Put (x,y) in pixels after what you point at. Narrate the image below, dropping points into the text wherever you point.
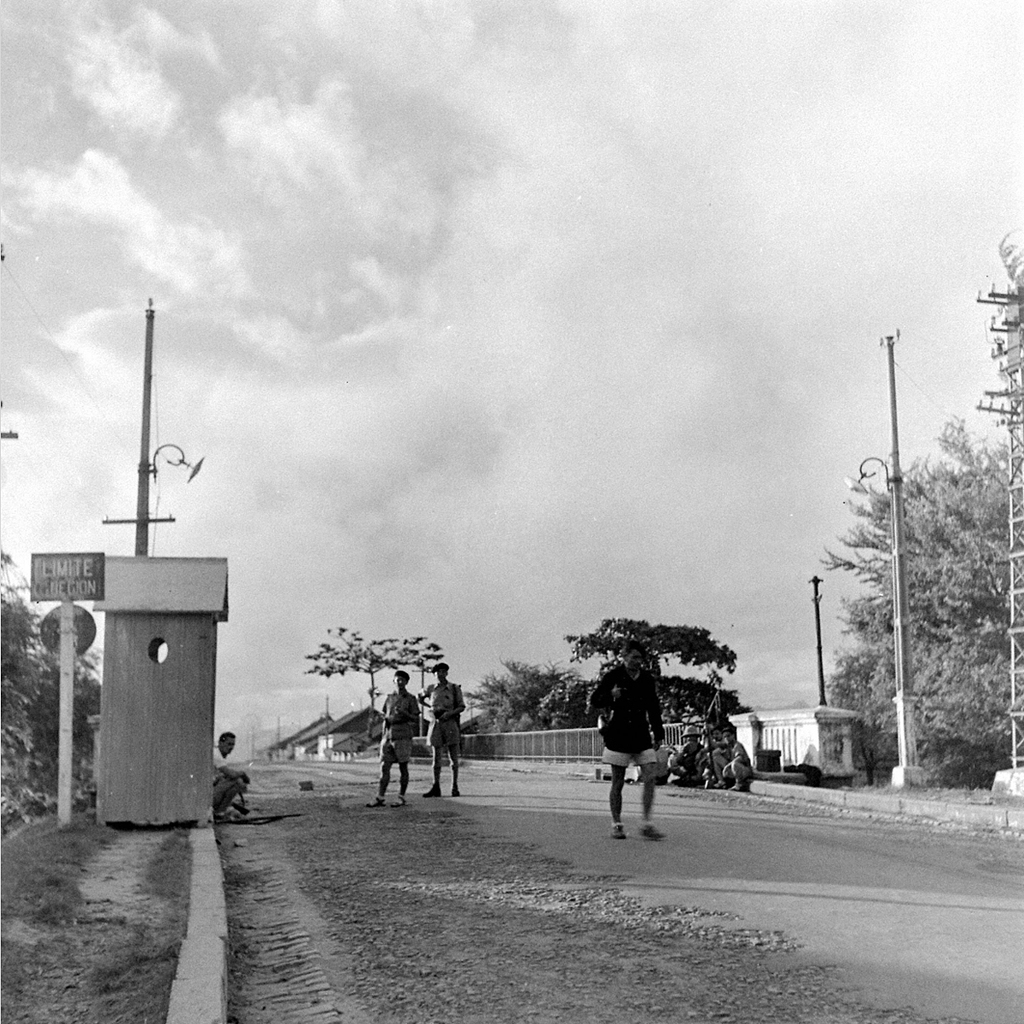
In this image I can see the black and white picture in which I can see the road (487,907), few persons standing on the road (581,787), the sidewalk (113,931), few poles (68,770), the railing (519,736) and in the background (461,725) I can see, few buildings (336,736), few trees (652,656) and the sky (480,202).
